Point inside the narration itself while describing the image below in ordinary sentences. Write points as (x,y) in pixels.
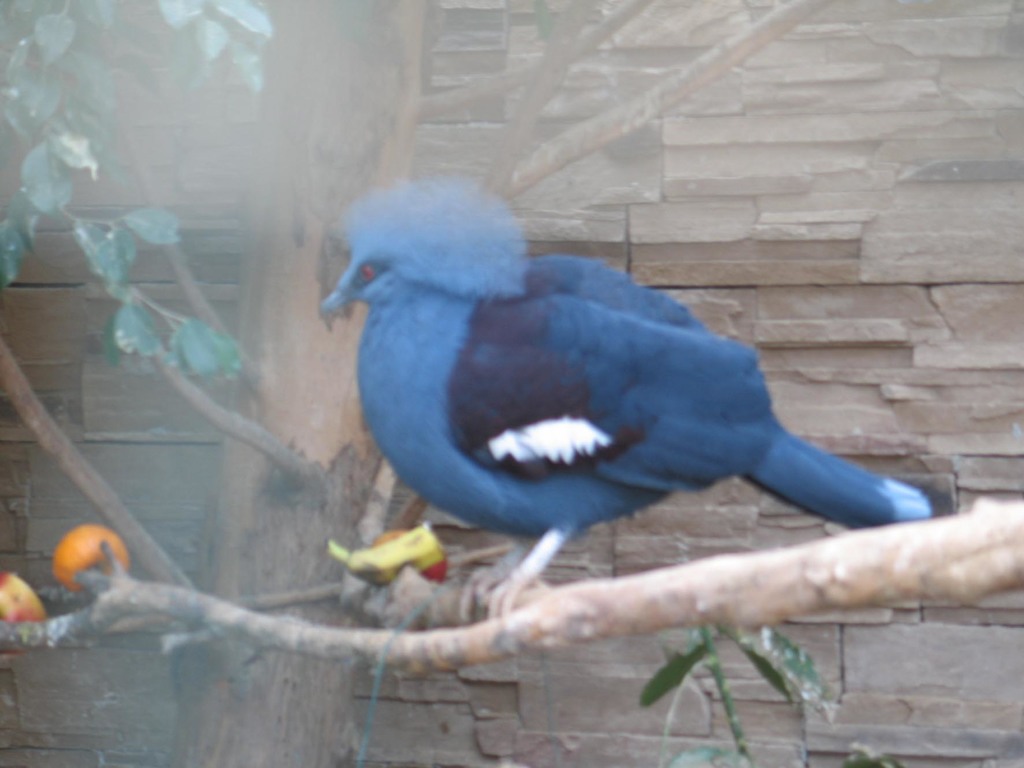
In this image I can see a bird (399,222) on the tree (366,620) and the bird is in blue color, and I can see leaves (12,107) in green color and some object (76,545) in orange color. Background (1018,312) the wall (829,398) is in brown color.
